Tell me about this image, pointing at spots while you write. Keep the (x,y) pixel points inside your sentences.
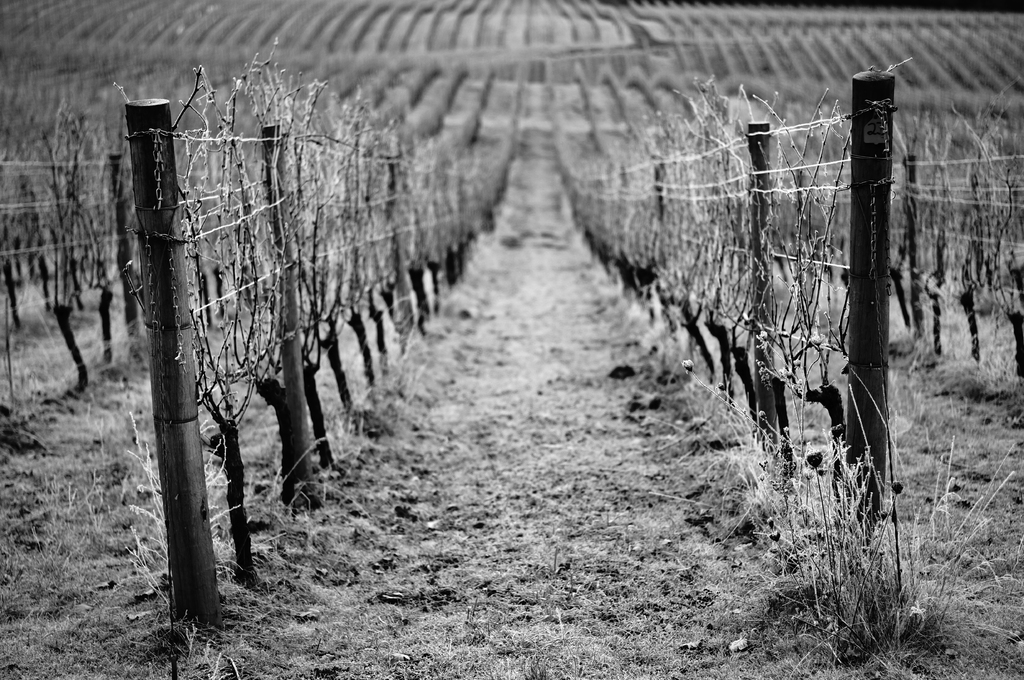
Here in this picture we can see fencing (175,293) present all over the ground (649,370) over there and in that fencing (147,249) we can see plants (203,349) present all over there.
